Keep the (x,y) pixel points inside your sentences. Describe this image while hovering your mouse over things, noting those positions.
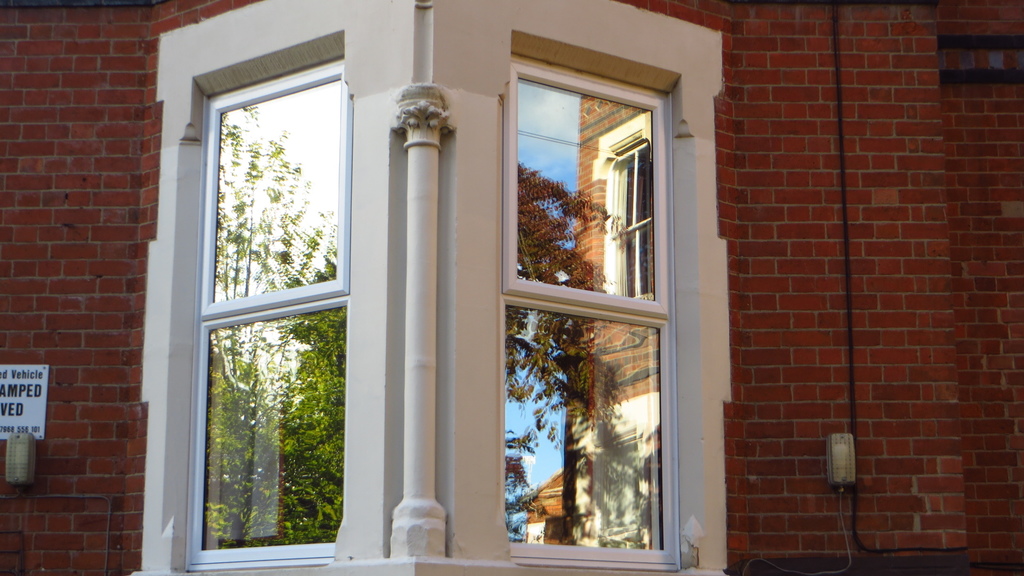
In this image, on the left side (209,112) and on the right side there is a window (546,274) and in the extreme left side (56,214) and extreme right there is a brick wall (808,226).
